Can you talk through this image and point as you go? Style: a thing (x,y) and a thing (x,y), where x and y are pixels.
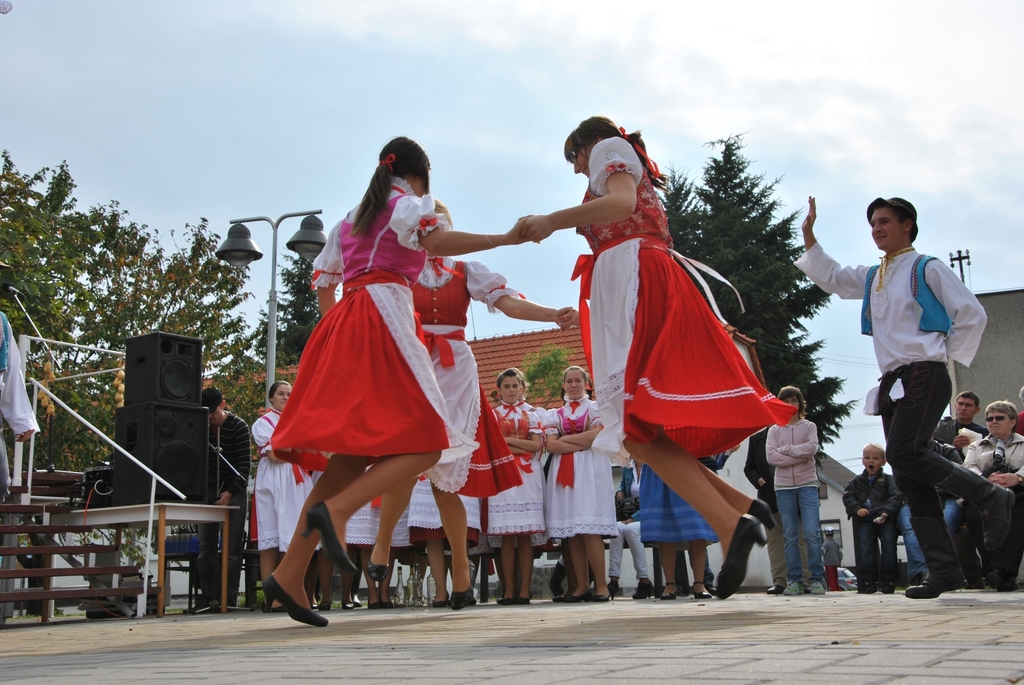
In the image in the center (625,357) we can see three girls (610,329) were dancing and they were in white and red color frocks (631,367). On the right side (894,380) we can see one man (907,334) standing. In the background (891,189) we can see sky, clouds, buildings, wall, roof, trees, poles (147,550), table (162,527), staircase (41,490), speakers (169,399), group of people (973,464) were standing and few other objects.
